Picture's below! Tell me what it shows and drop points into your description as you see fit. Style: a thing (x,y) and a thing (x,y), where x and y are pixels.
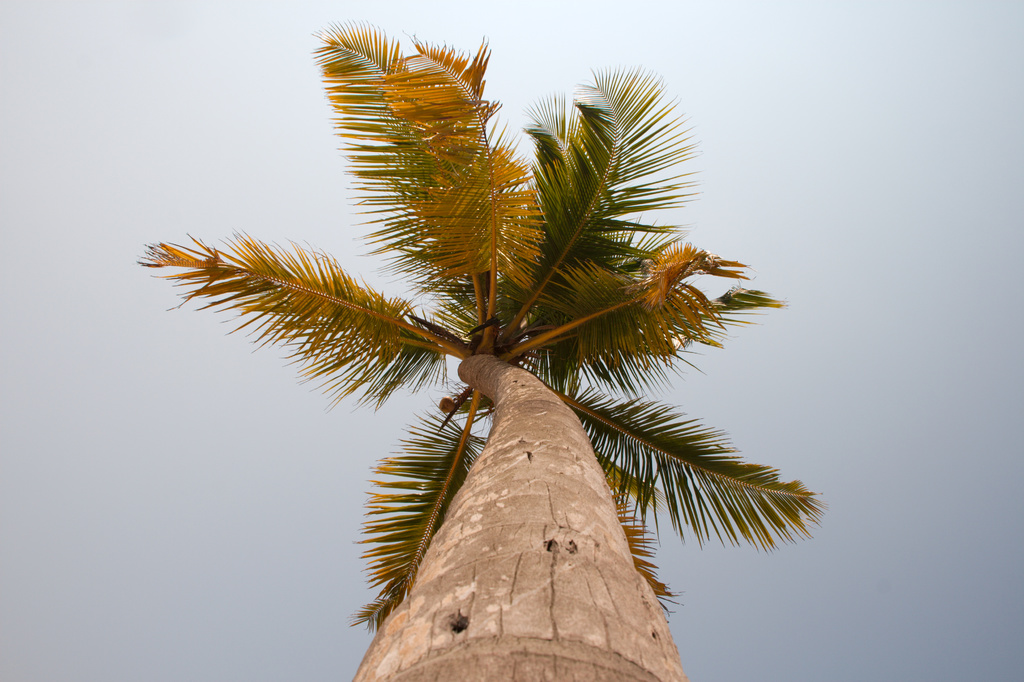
In this image in the center (436,353) there is a tree (518,409) and in the background (143,286) the sky (161,412) is cloudy.
